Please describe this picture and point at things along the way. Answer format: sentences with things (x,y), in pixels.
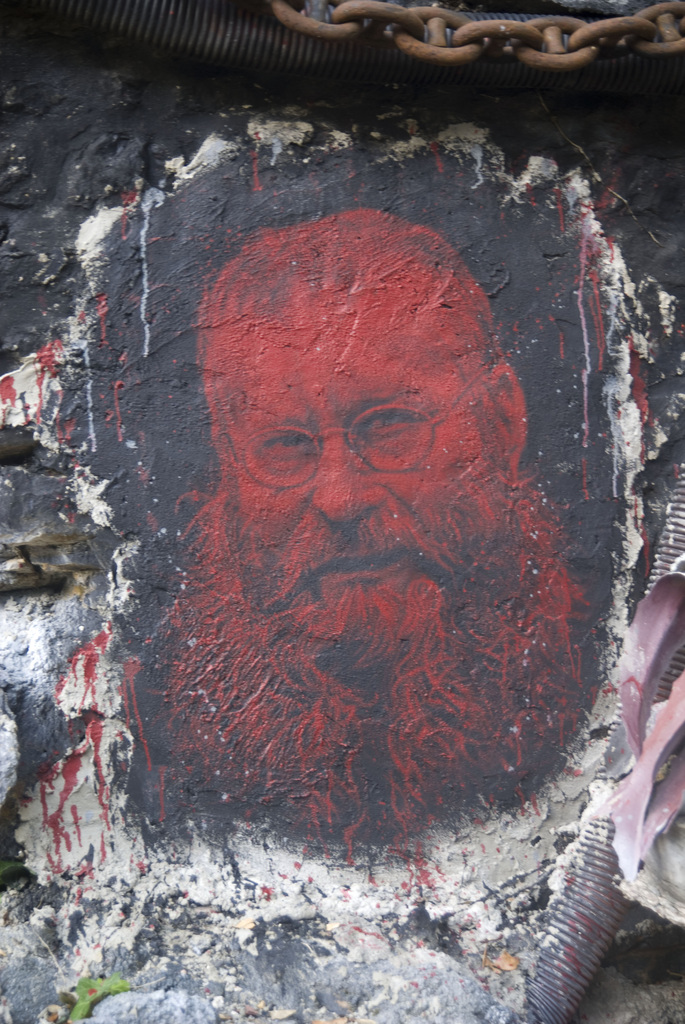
In this picture we can see a man (522,482) with long beard (460,708) photograph is painted on the wall (452,809). Above we can see the metal chain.
